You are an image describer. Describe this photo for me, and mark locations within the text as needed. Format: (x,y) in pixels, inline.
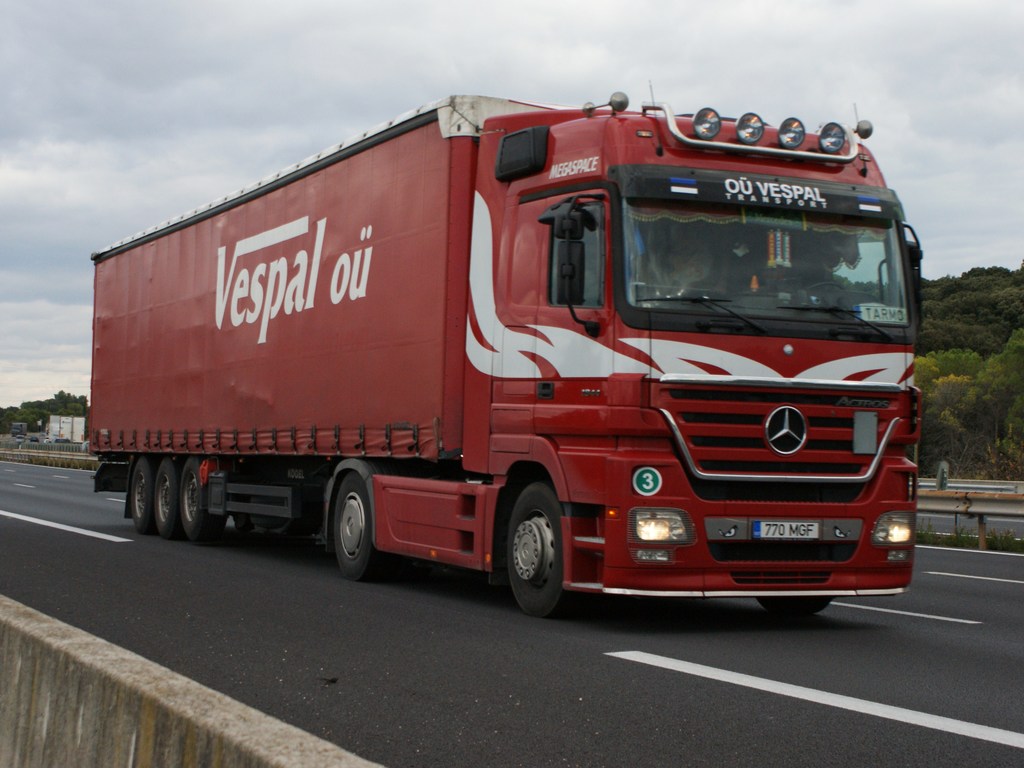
In this picture we can see a red color truck (542,522) on the road (405,664), in the background (947,493) we can see fence (945,489), few trees (938,454) and clouds (367,118).
